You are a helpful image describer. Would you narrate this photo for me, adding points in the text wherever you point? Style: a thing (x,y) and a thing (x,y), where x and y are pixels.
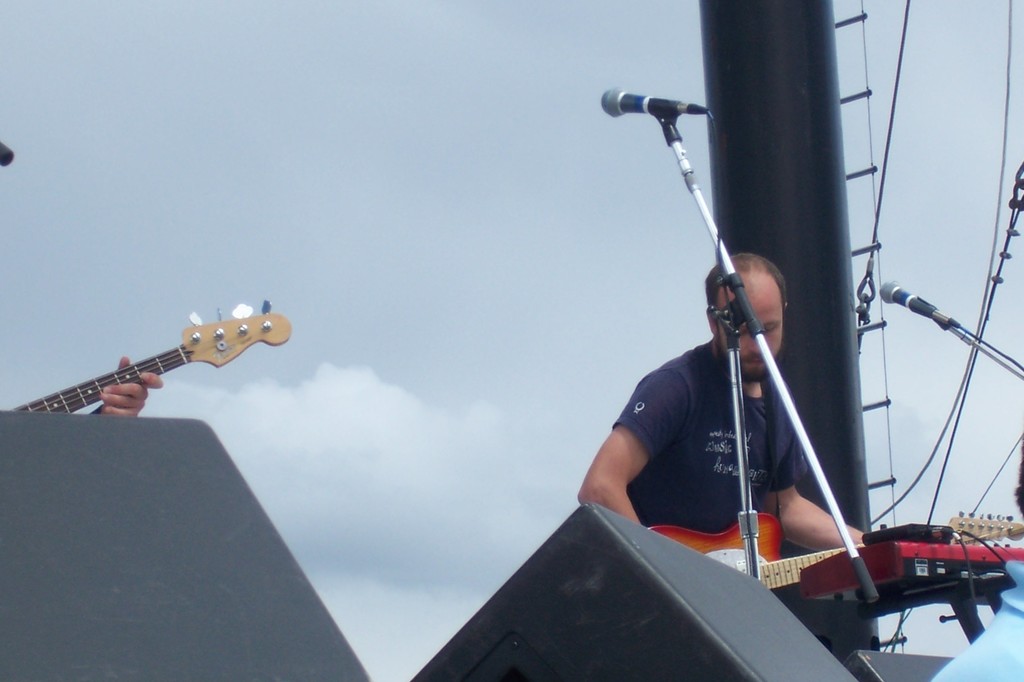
In this picture there is a man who is playing the guitar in the front of the mic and there are speakers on the stage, it seems to be a music event and there is a ladder (866,92) at the right side of the man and in the front of the man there is a table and there are switch board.
